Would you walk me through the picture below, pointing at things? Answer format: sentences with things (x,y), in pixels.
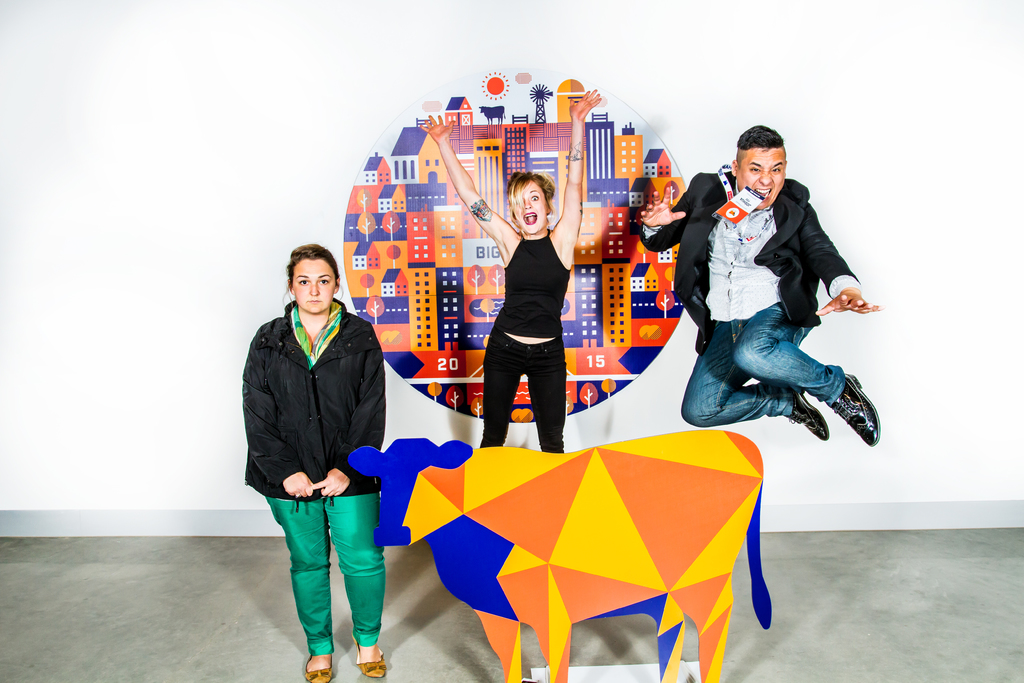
In this picture I can see two women (505,354) and a man (721,267) in the middle (516,348), at the bottom (668,599) there is an object (655,592), it looks like an animal (577,559). In the background (582,239) I can see a poster (372,309) on the wall (51,526).
